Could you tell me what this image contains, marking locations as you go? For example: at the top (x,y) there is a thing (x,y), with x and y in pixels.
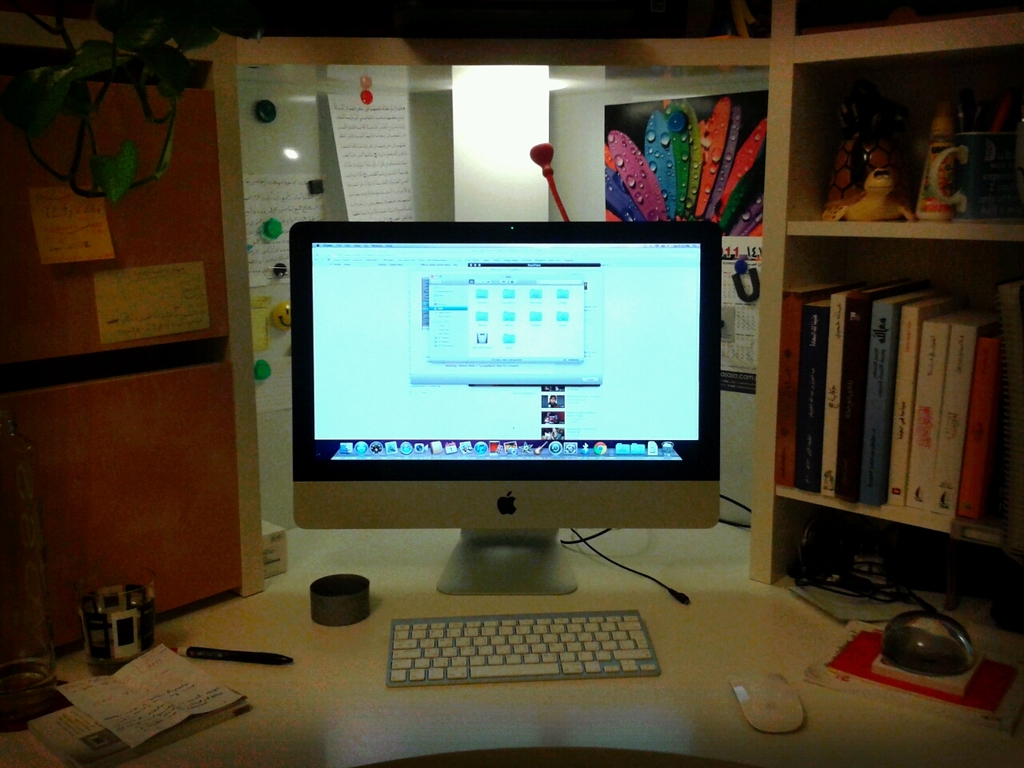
On the desk (524,599) there is a monitor (485,472), keyboard (504,618), mouse (775,697), pen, paper (133,700), glass (109,619) and a bottle (14,430). To the top left (127,179) there is a plant (118,161). To the right (925,447) there are books (921,423), toys (852,174) and glue (949,161) and also pens (1010,100). Behind the monitor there are picture (715,143) and calendar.
